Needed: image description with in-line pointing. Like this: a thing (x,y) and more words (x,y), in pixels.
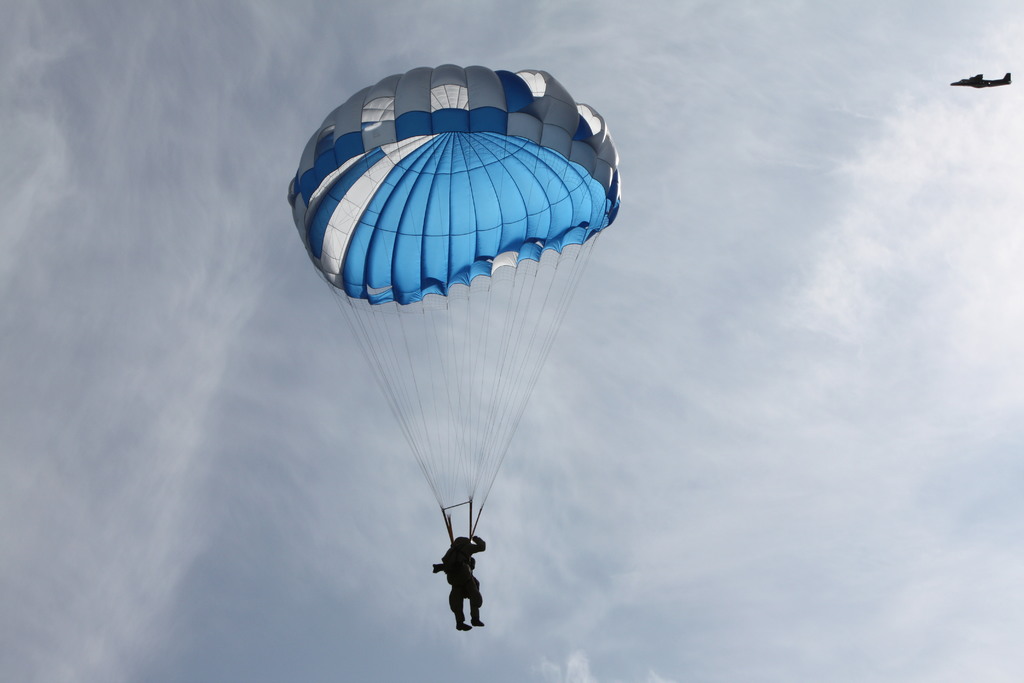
In this image we can see a person (448,565) in the air (371,512) with a parachute (499,381). There is an airplane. In the background (953,97) there is sky (277,522) with clouds (616,444).
